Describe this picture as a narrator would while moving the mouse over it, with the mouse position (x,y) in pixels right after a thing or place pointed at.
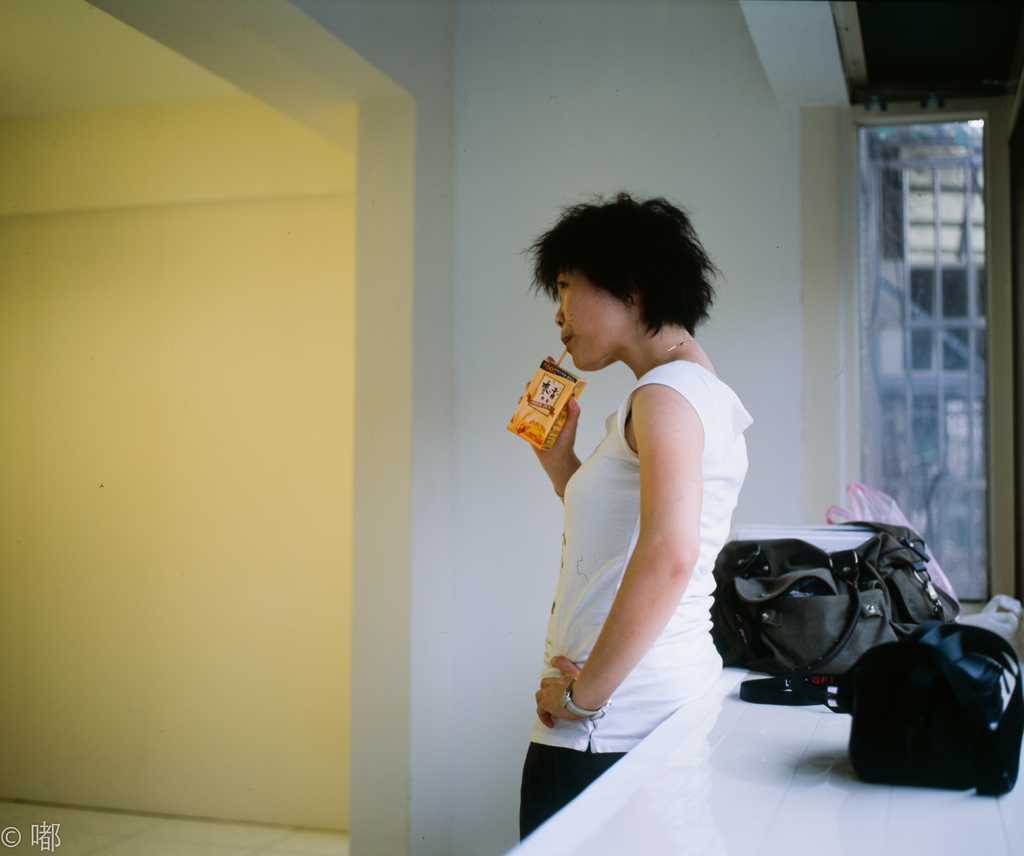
In the middle of the image (557,387) a woman (650,508) is standing and holding a drink (558,405) and drinking. Behind her there is a table (803,732) on the table (840,716) there are some bags (854,550) and there is a glass window (872,225). Top left side of the image (164,184) there is a wall (407,157).
